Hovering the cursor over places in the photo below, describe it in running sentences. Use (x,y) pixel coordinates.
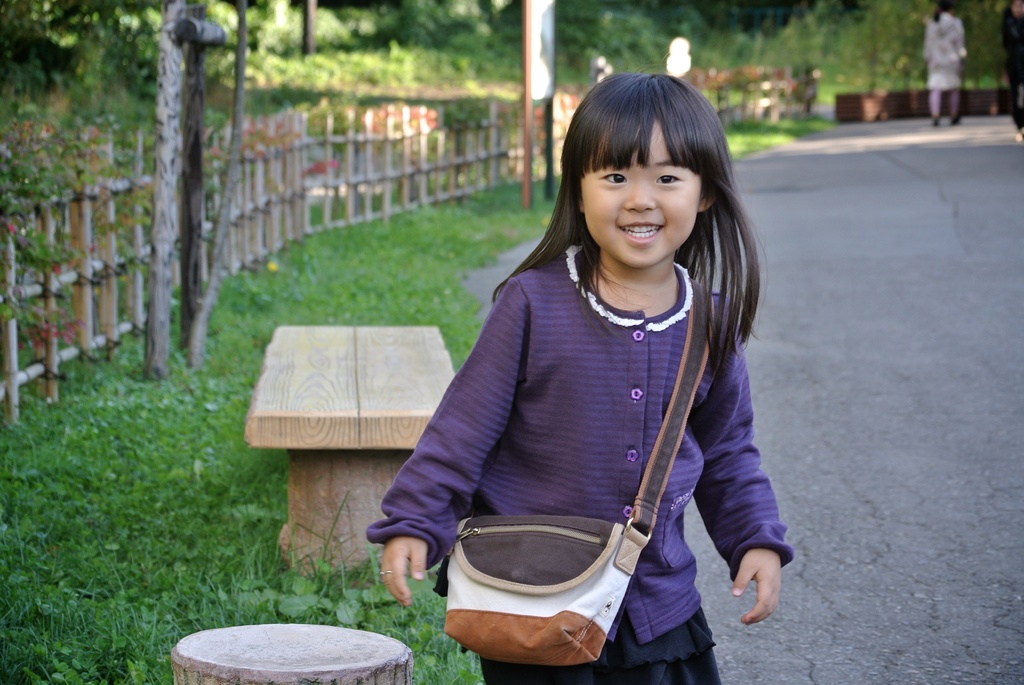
A girl (640,365) is standing wearing a sling bag (516,625). There is a wooden bench (312,457). There are fences (562,125) and grass (30,518). There are trees (766,65), poles (525,153) and a person (948,68) is present at the back (930,92).
